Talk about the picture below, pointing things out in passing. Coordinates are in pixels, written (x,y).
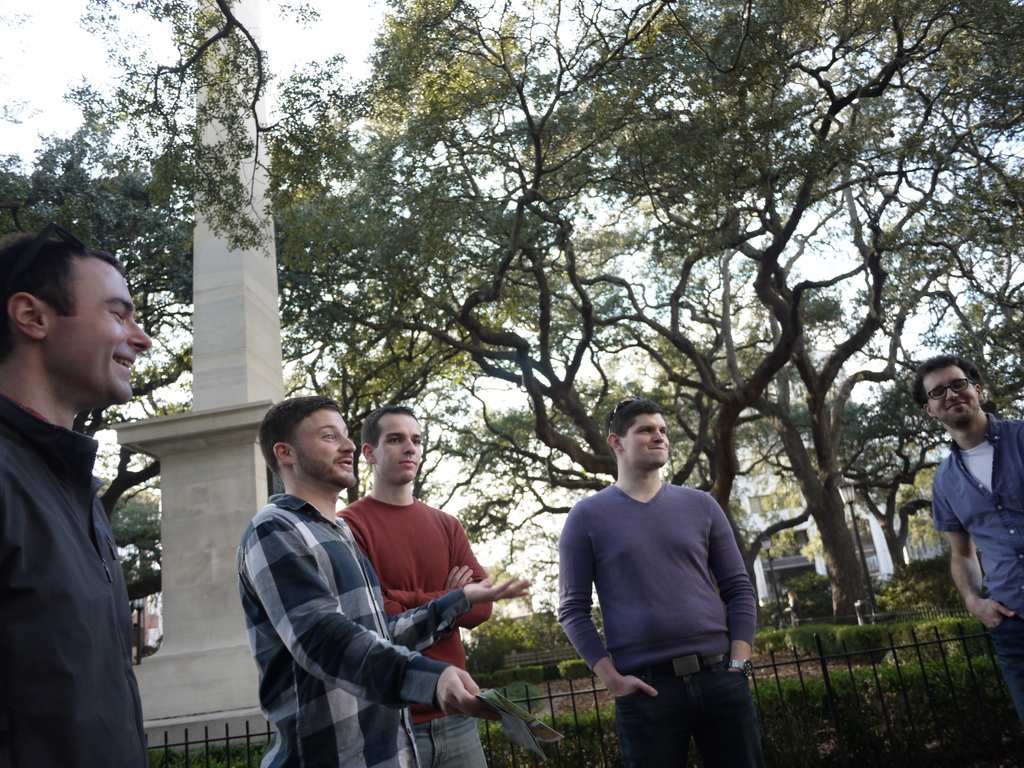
In this picture I can see 5 men (421,510) in front (362,736) who are standing and behind them I can see the railing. In the background (190,411) I can see number of trees (442,252), plants (495,671) and a white color pillar (222,355) and I can see the sky (577,225).
